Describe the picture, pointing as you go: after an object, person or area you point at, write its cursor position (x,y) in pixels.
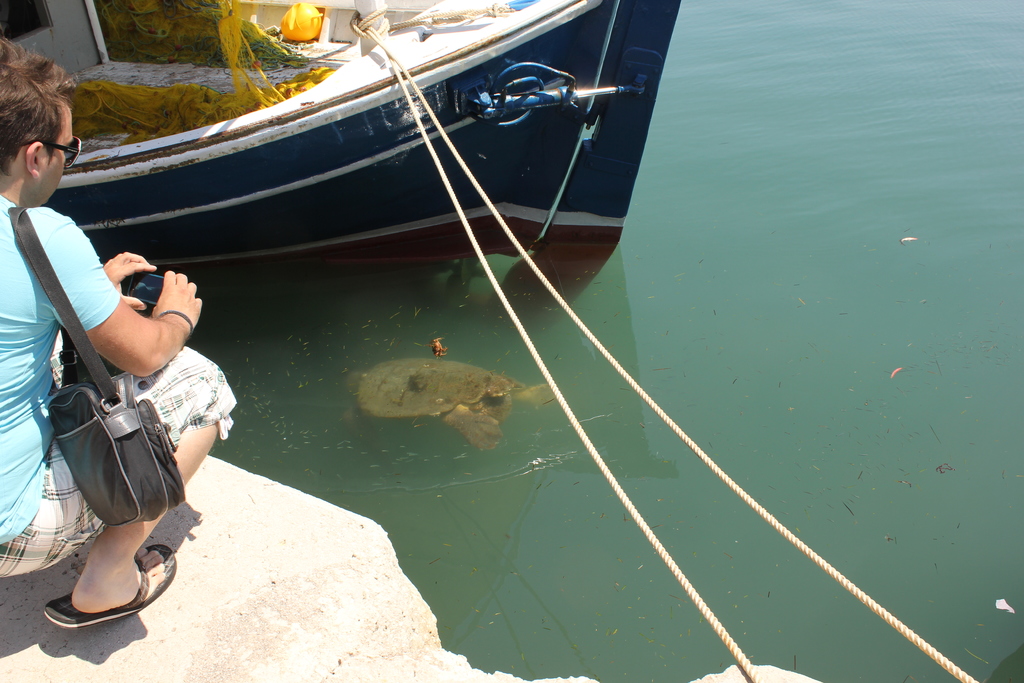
In this picture I can see a person (16,84) holding an object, there is a boat (426,253) on the water (447,267) and there is a turtle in the water (497,268).
